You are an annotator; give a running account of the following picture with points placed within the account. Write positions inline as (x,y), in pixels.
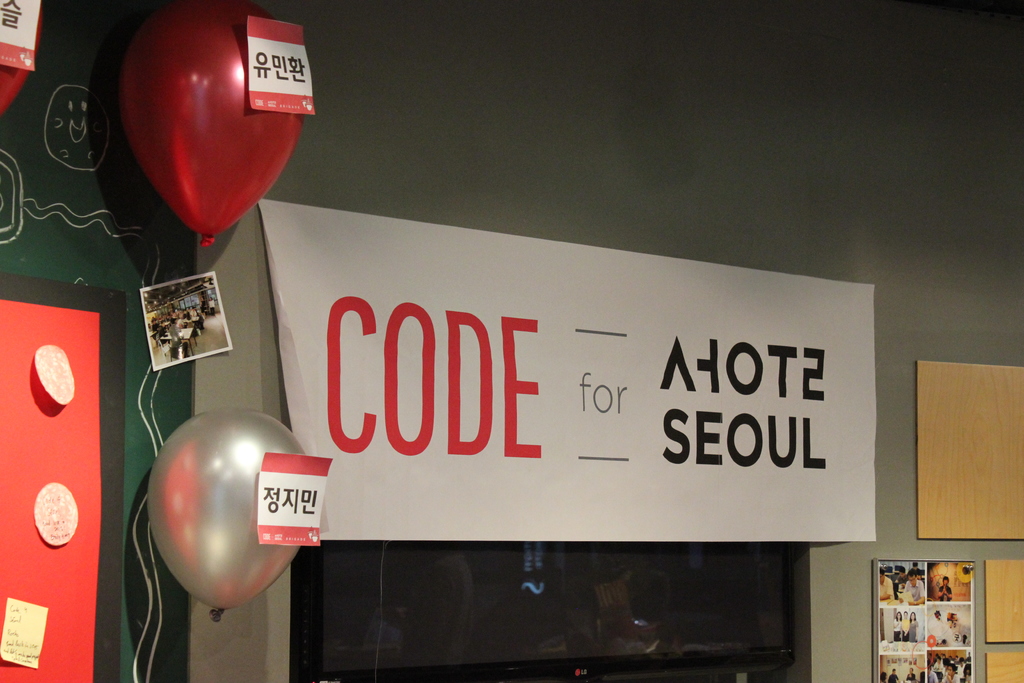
Here we can see posters (384,332), balloons (205,456), frame (962,589), boards (1012,601), and a screen (607,592). In the background (697,186) we can see wall (965,351).
